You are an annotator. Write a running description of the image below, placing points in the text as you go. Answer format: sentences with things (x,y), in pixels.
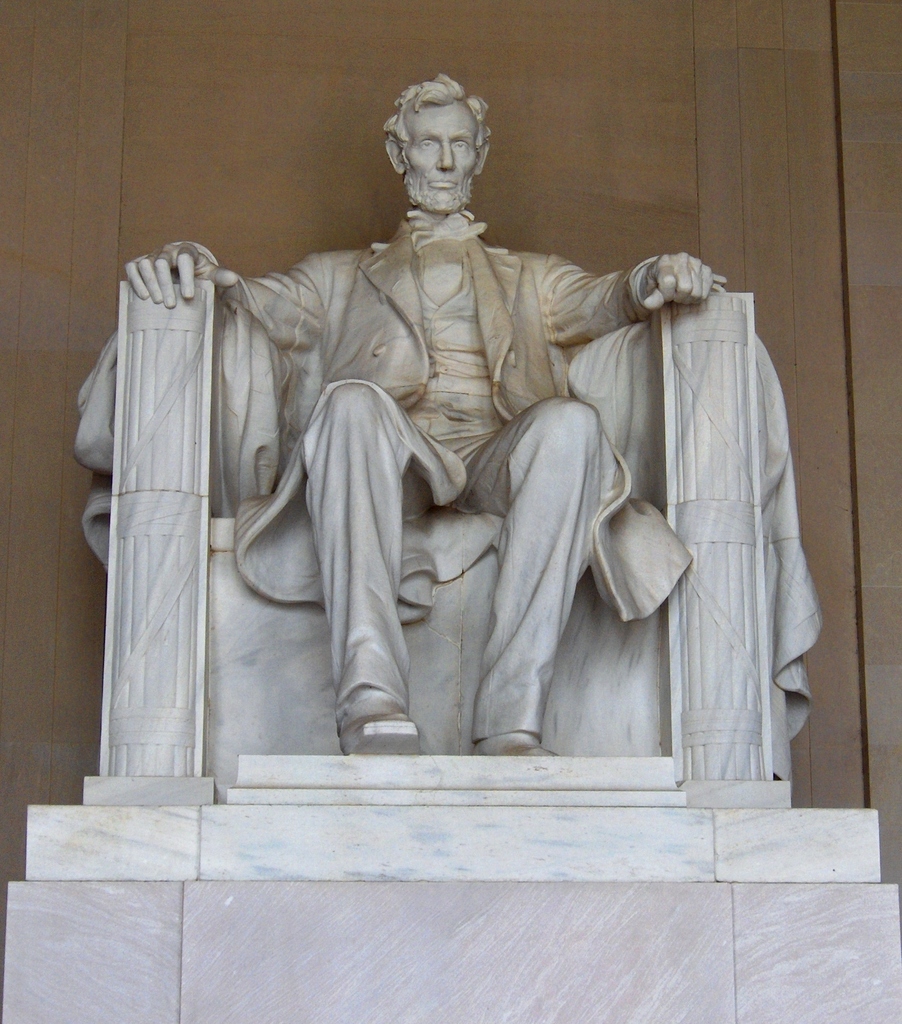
Here I can see a statue of a man (356,537) who is sitting on a chair (705,564). In the background (701,174) there is a wall (621,111).
